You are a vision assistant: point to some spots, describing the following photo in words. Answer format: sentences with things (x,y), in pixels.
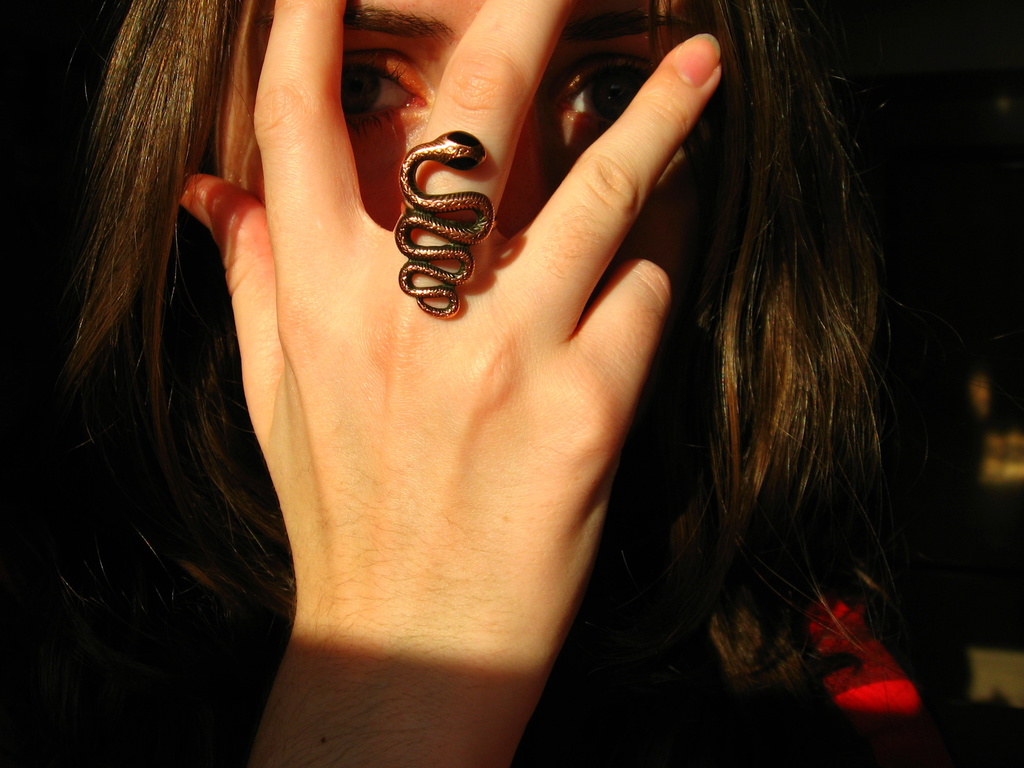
In this image we can see a woman (721,170). She is covering her face (570,86) with a hand (582,489). Here we can see the snake ring (476,207) on the finger (490,108).
